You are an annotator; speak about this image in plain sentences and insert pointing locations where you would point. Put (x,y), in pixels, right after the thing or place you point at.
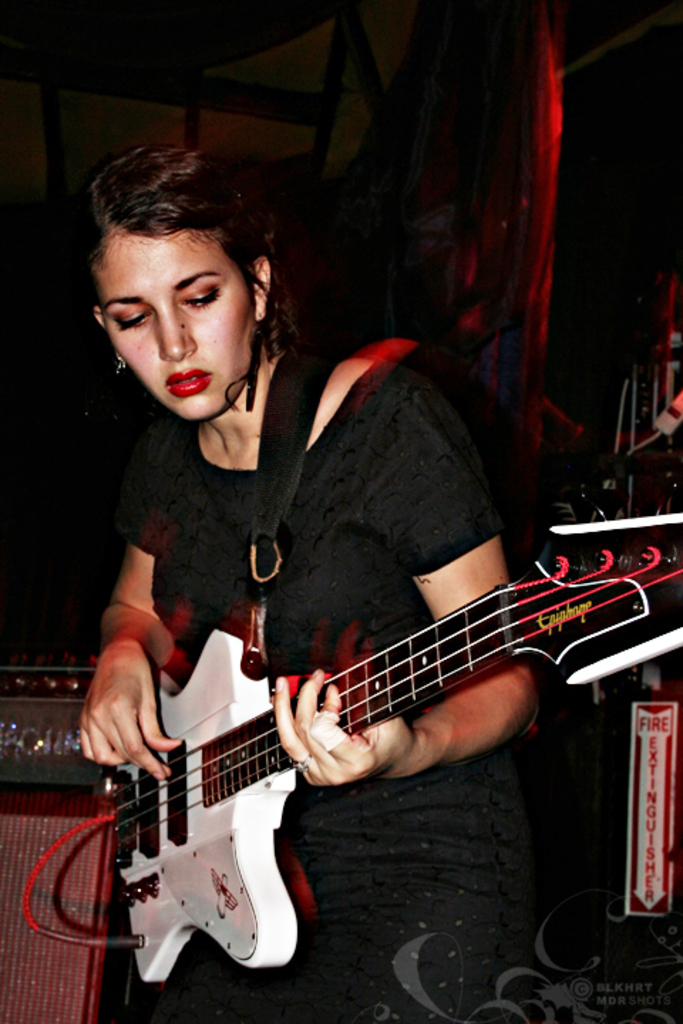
In the picture there is a woman (286,683) standing and playing guitar (560,647). On the right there is a sign (636,753). On the left (21,918) there is a speaker (82,784). In the background (436,128) there is a curtain (475,150) and a frame (242,103).
